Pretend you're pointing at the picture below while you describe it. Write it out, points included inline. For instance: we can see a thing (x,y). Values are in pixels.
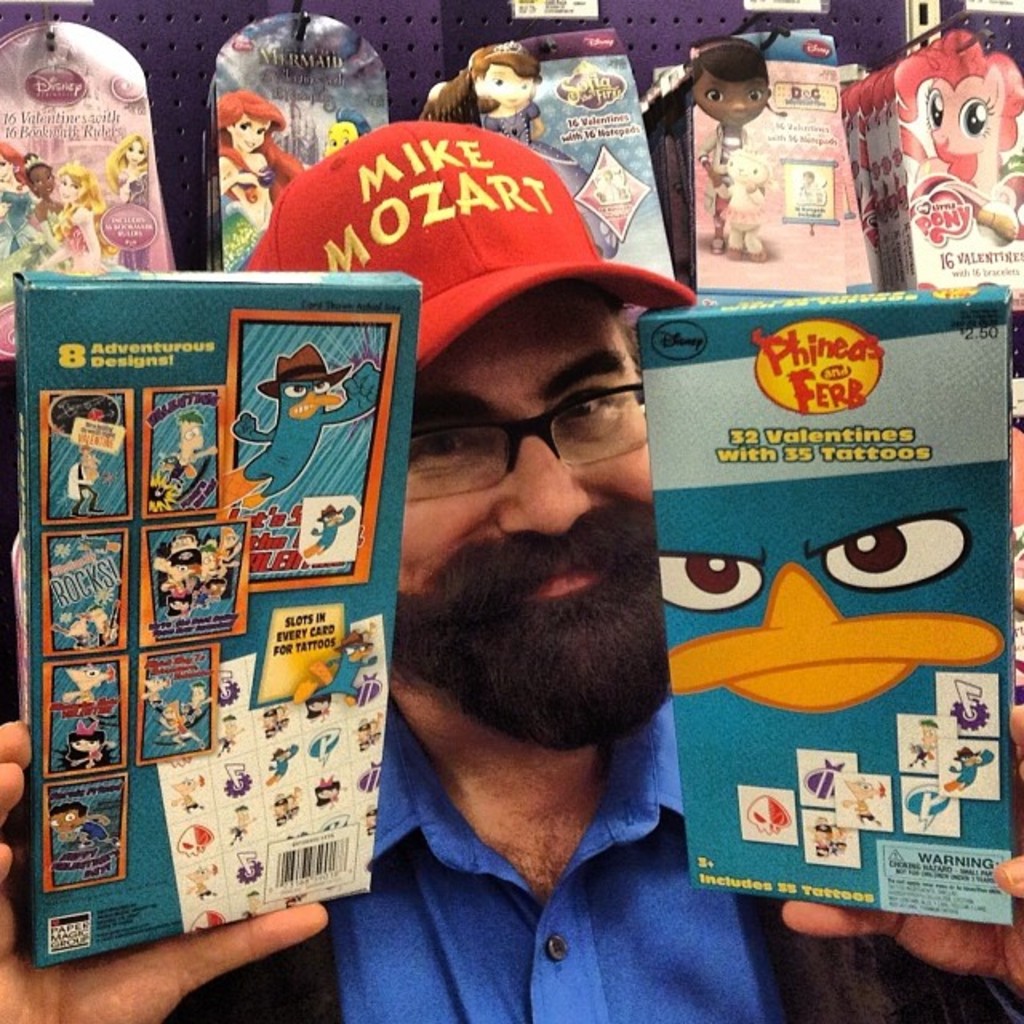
In this image I can see the person (459,827) with black and blue color dress (501,934) and he is wearing the specs (617,413) and cap (400,220). And the person (648,928) is holding the blue color boxes (192,624). In the back (85,157) there are some objects (676,111) hanged in the rack (657,3).
